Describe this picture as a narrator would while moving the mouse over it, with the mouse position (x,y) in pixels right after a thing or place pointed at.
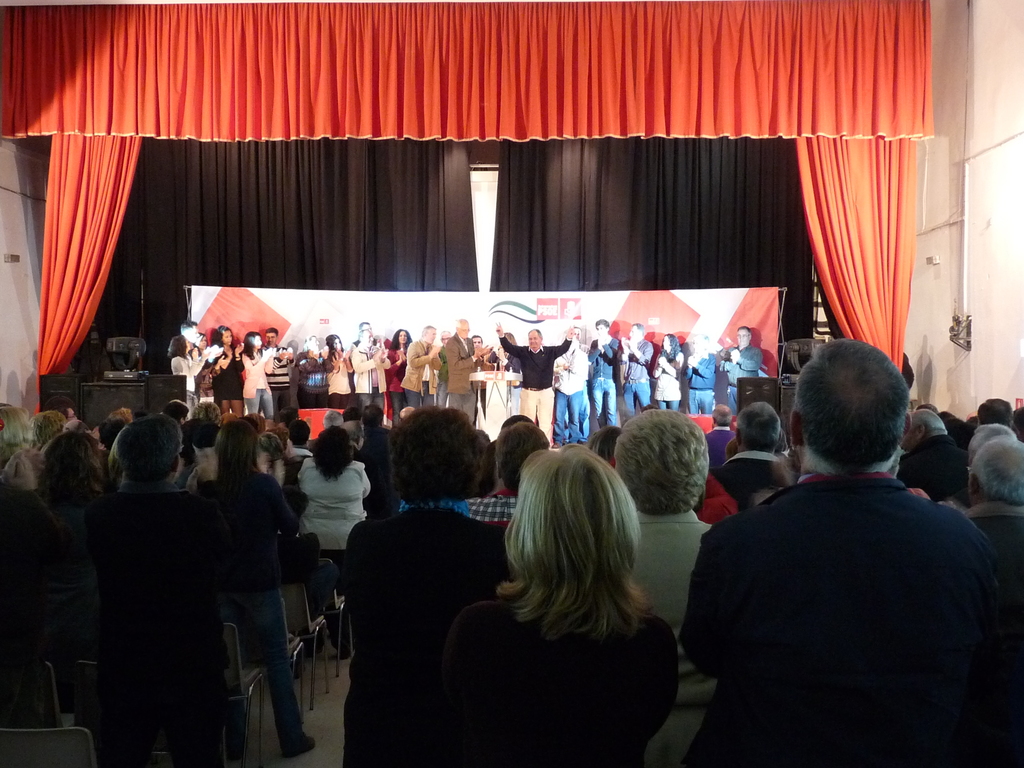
In the foreground of this image (566,599), there are persons (436,590) standing on the floor (340,747) and chairs (89,752) behind them. In the background (644,338), there are persons (520,361) standing in front of a banner (392,305) and the curtains (464,96) and there are speakers (156,387) and the lights (122,361). On the left (27,274) and the right there is the wall (977,259).
